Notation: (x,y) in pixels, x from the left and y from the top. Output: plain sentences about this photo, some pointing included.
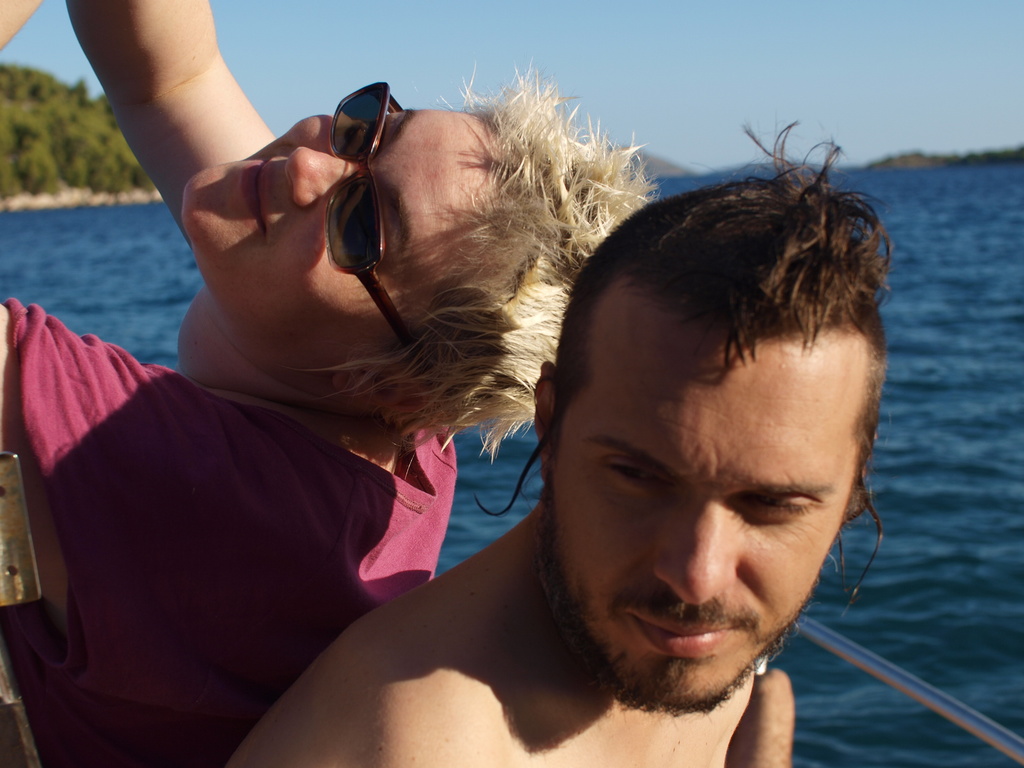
In this image we can see persons (289,547) on boat (965,725). In the background (116,208) we can see hills (58,145), water (935,237) and sky (775,89).
